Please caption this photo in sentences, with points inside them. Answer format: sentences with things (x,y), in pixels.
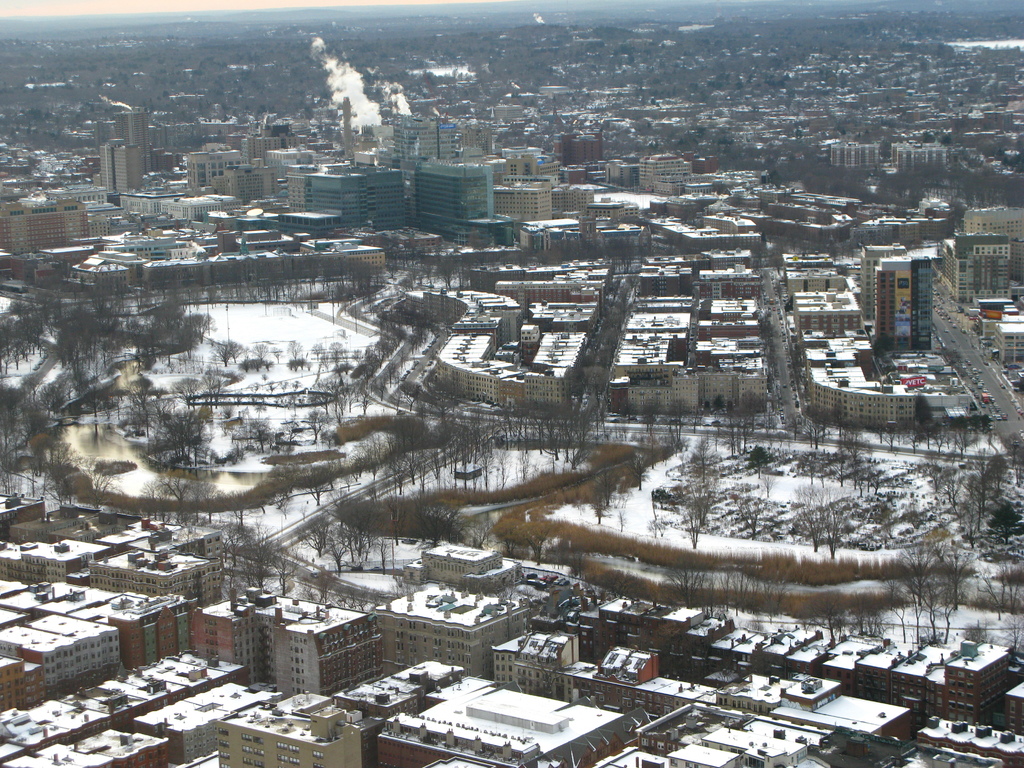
This is a picture of a city (417,415) where there is snow (358,333), buildings (432,756), trees (507,415), roads (379,482), vehicles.
